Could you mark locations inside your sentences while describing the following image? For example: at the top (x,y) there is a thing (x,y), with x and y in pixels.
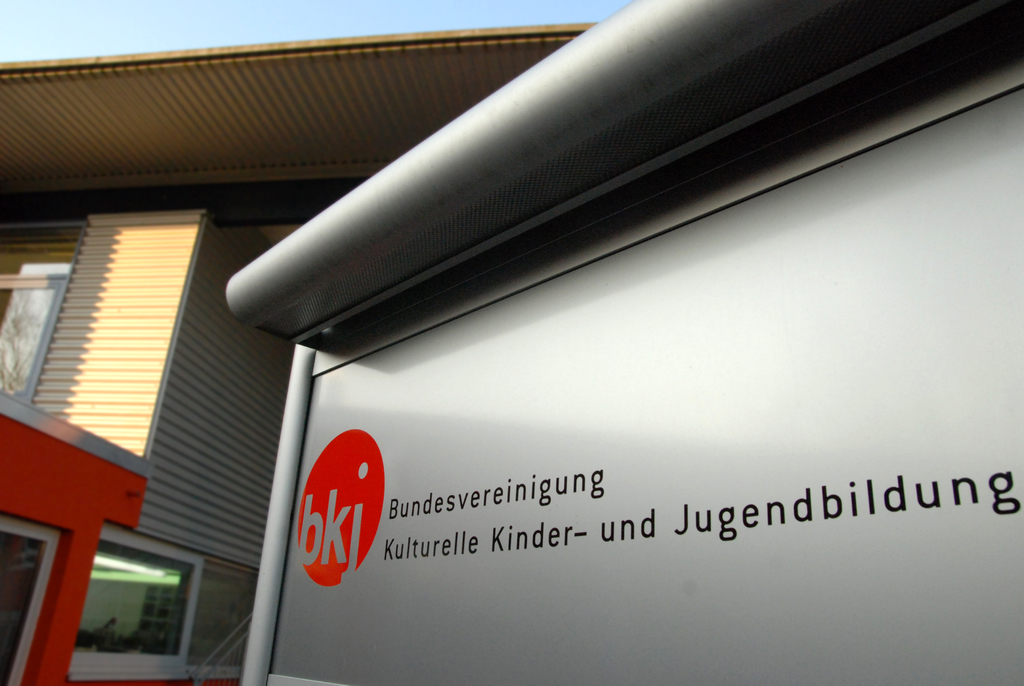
In the center of the image (553,423) there is a name board (376,563). In the background (231,143) there is a building (76,84) and sky (82,39).
